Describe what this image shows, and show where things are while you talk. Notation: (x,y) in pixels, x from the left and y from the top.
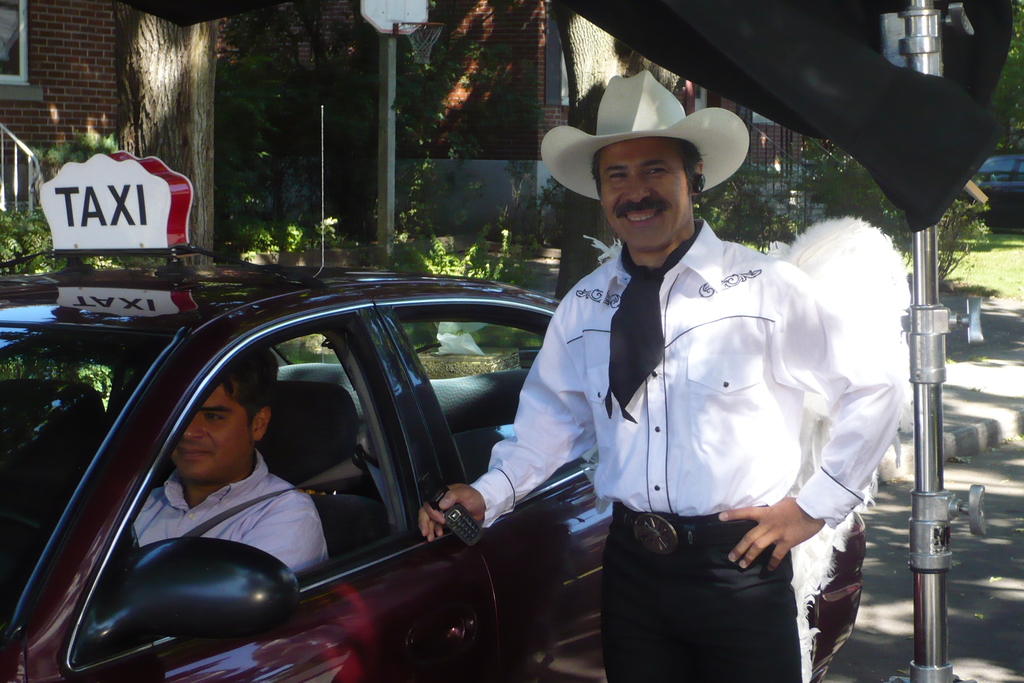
In this picture there is a man (540,474) who is standing at the center of the image (635,384), by resting his hand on the car (414,469) and there is a man (165,489) who is riding the car (207,394) at the left side of the image (312,504), there are some trees (333,155) around the area of the image.
